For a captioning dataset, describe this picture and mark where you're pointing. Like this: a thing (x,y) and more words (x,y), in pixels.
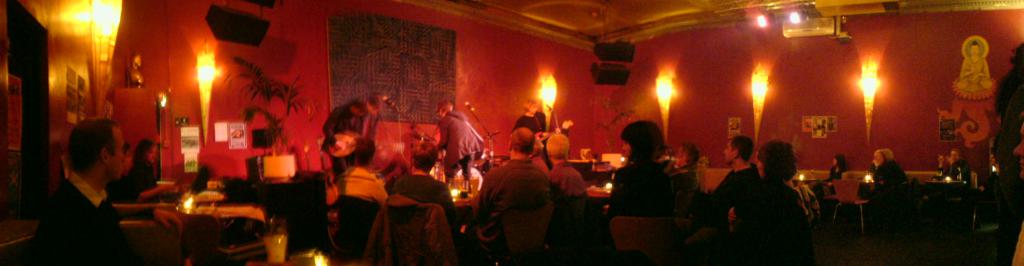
In this image I can see number of persons (411,188) are sitting on chairs (209,229) in front of tables (222,210) and on the tables (235,205) I can see few candles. I can see few persons (467,136) standing and few plants (291,106) in the flower vase (290,170). In the background (475,79) I can see the wall (485,69), few lamps (548,103) to the wall (521,85), the ceiling (648,29), few lights (796,13) and a projector (830,32) to the ceiling (607,9).
